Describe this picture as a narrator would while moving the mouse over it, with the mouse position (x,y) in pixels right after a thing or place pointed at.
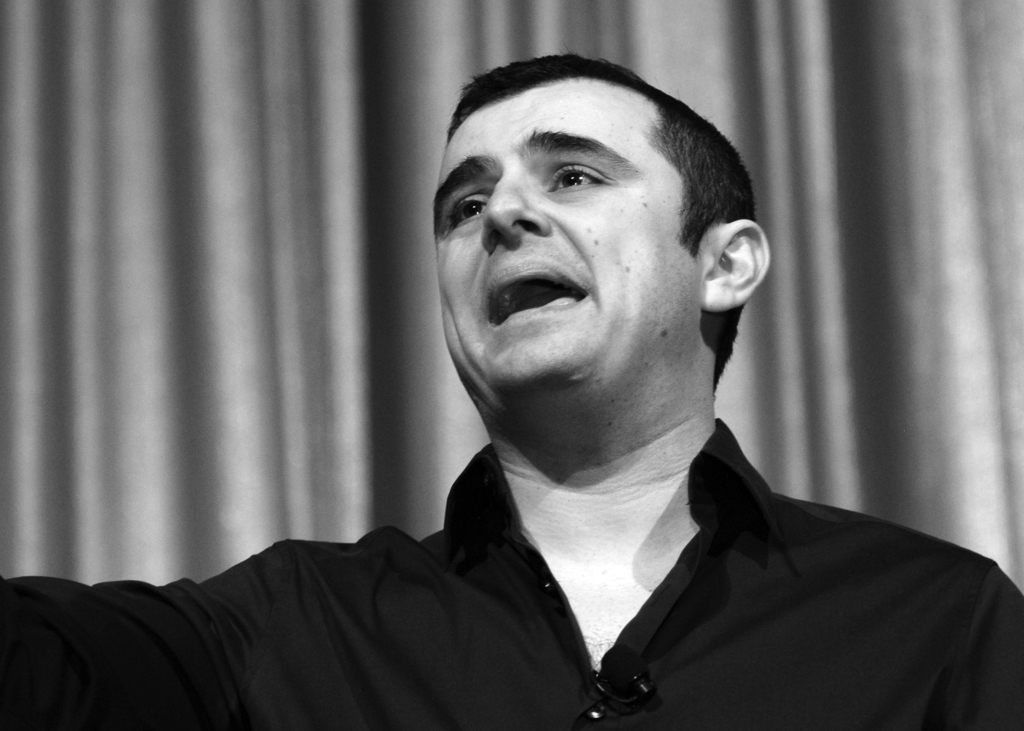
In this picture we observe a black shirt guy (694,652) who is speaking and we observe he is in bad mood and in the background (179,296) we observe a curtain (122,280).
